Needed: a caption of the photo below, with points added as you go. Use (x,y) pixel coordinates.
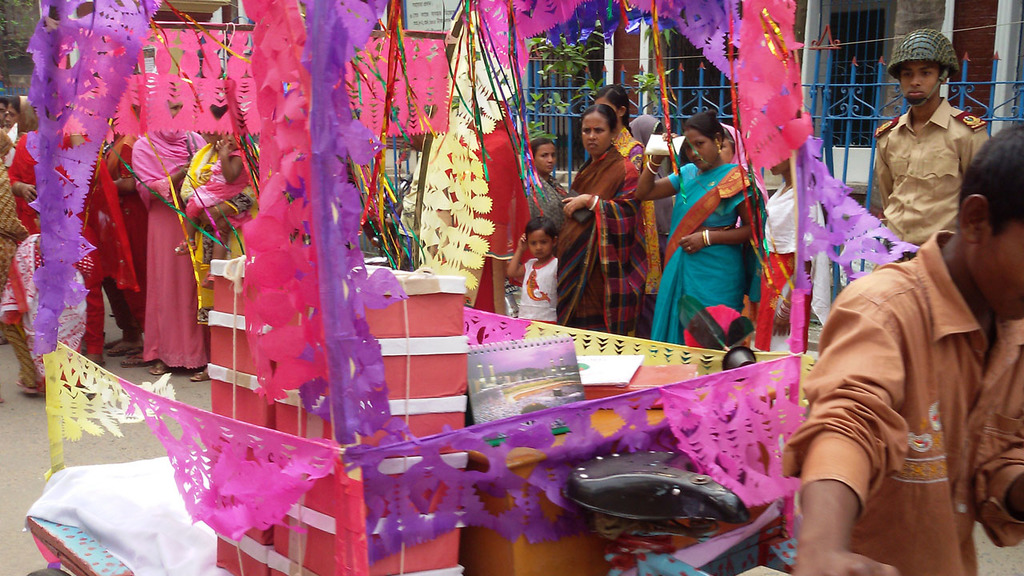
There are boxes (407,276) and other objects (648,380) arranged in a truck (162,549) of a rickshaw (661,503) which is decorated with decorative papers (356,284). On the right side (983,408), there is a person (868,514). In the background (905,78), there are other persons (547,141), there is a tree (560,72), a fence (535,72) and there is a building (844,133).
